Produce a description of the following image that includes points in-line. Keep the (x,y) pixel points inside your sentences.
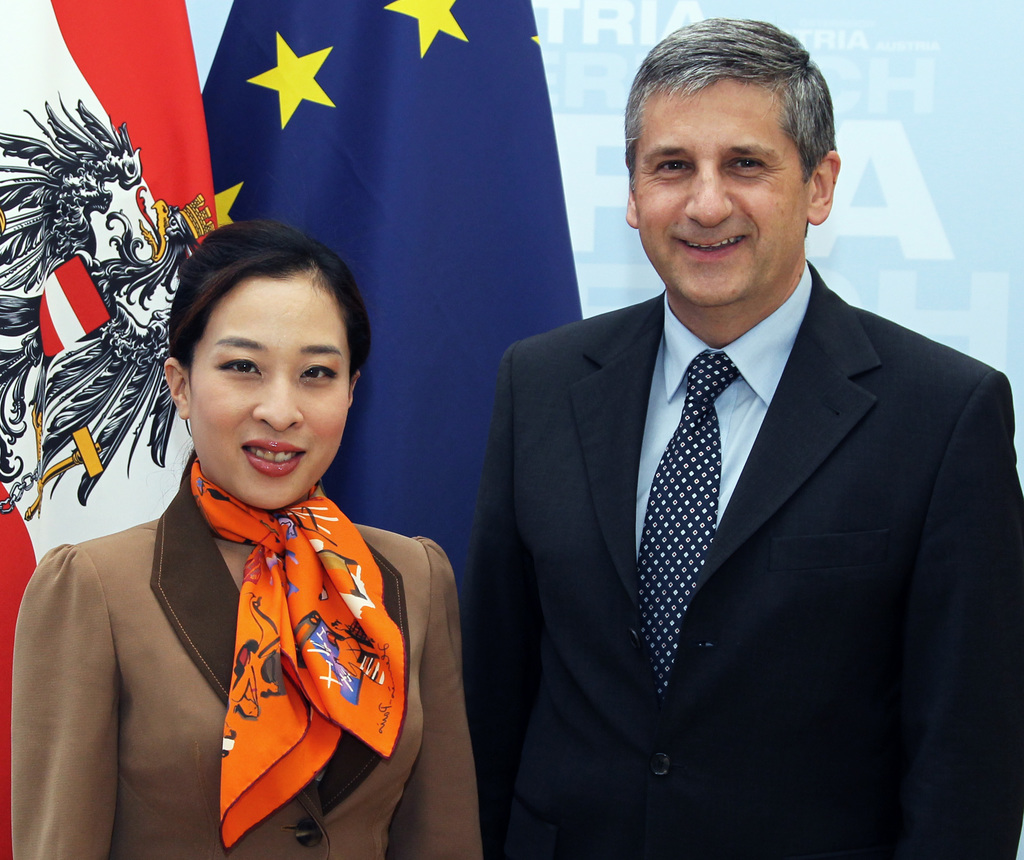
In this picture we can see a man (615,400) and a woman (316,447), they both are smiling, behind to them we can see flags (194,132).
